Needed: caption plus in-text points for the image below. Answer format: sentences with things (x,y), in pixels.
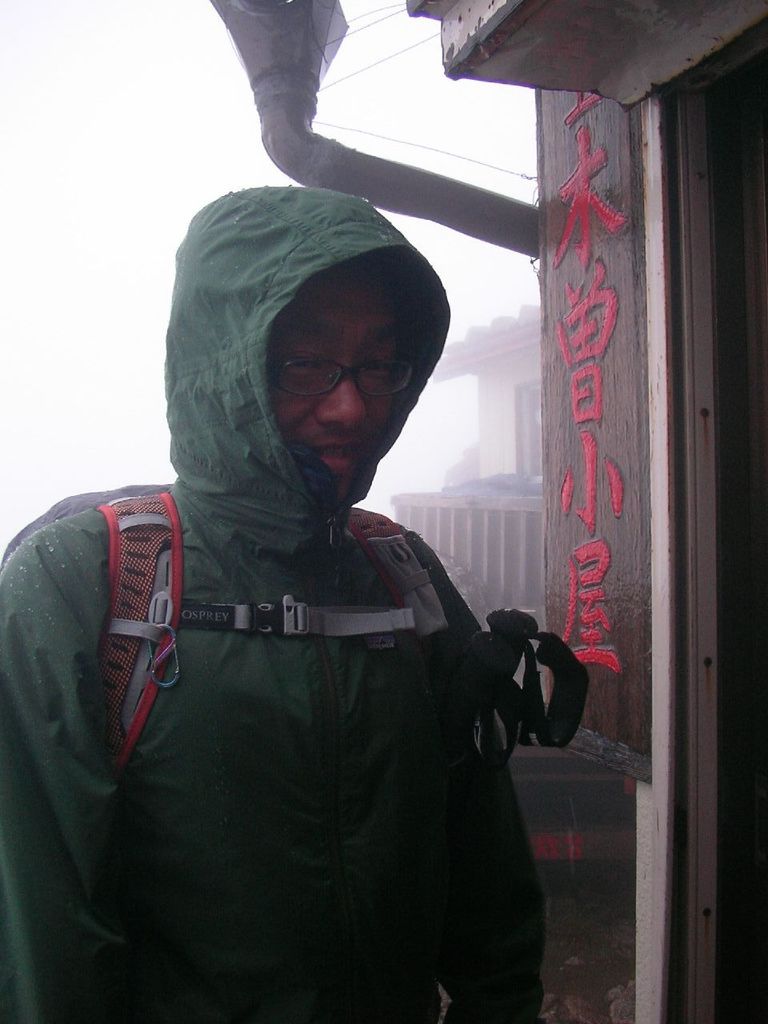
In this picture there is a man (408,885) who is wearing hoodie (301,538) and spectacle (333,385). Besides him there is a door (737,854). In the back (388,482) I can see the fog (392,468) and buildings (536,337). At the top (373,169) I can see some wires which are connected to this pipe (353,159). On the left (244,143) I can see the sky (31,143).
